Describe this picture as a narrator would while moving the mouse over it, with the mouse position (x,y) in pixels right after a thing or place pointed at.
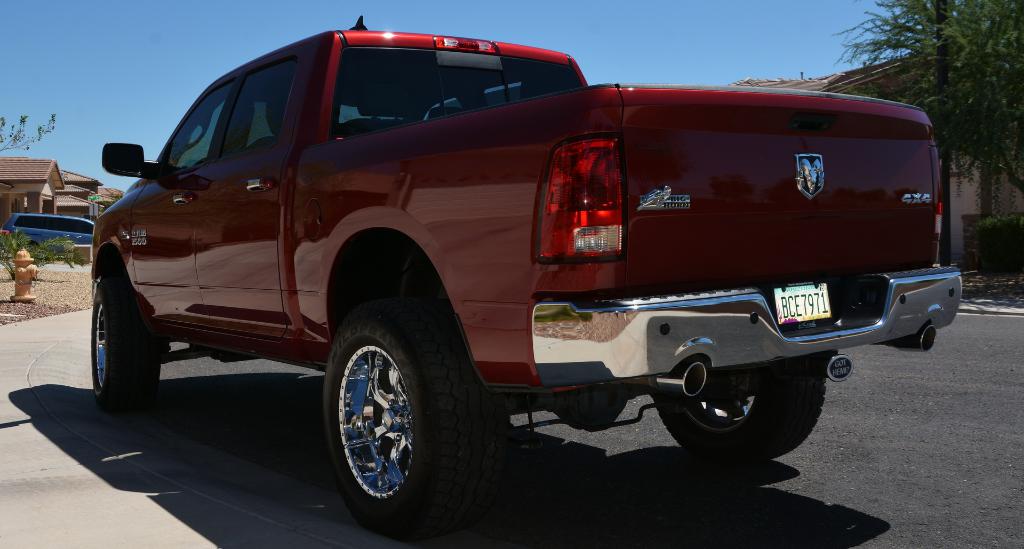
In the image I can see a vehicle (441,272) on the road (658,446) and around there are some houses (56,195), trees (952,153) and a fire hydrant (25,297) to the side.
